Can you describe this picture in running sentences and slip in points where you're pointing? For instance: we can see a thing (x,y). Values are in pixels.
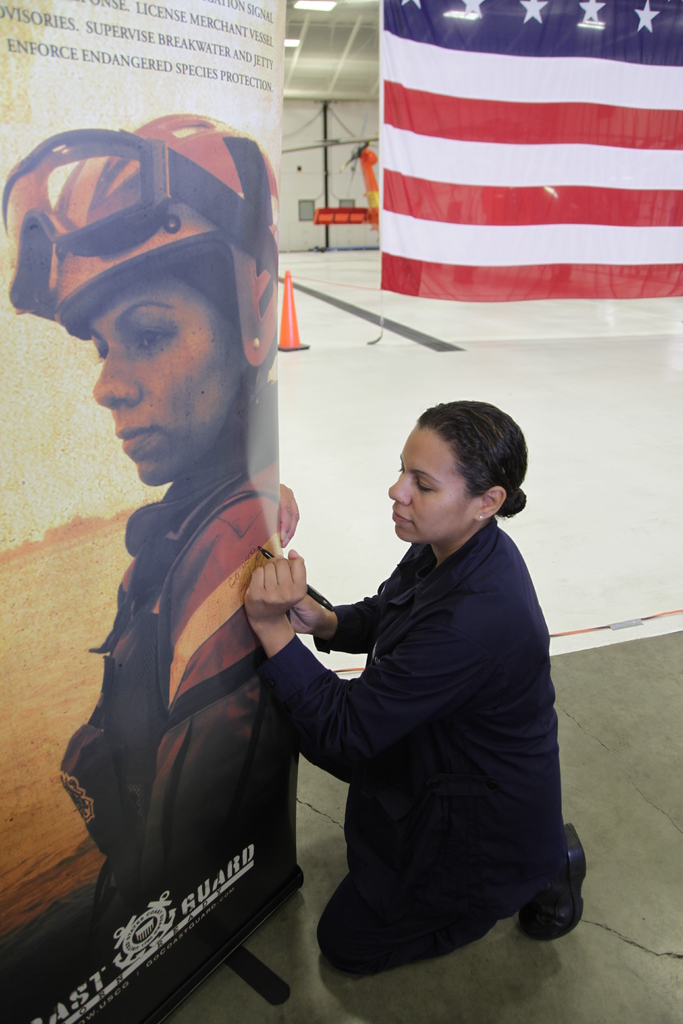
In this picture there is a lady (495,454) in the center of the image (416,662) and there is a poster (148,503) in front of her, it seems to be she is writing on the poster (237,194) and there is a flag (541,87) at the top side of the image (651,288), there is a door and lamps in the background area of the image (322,166).
